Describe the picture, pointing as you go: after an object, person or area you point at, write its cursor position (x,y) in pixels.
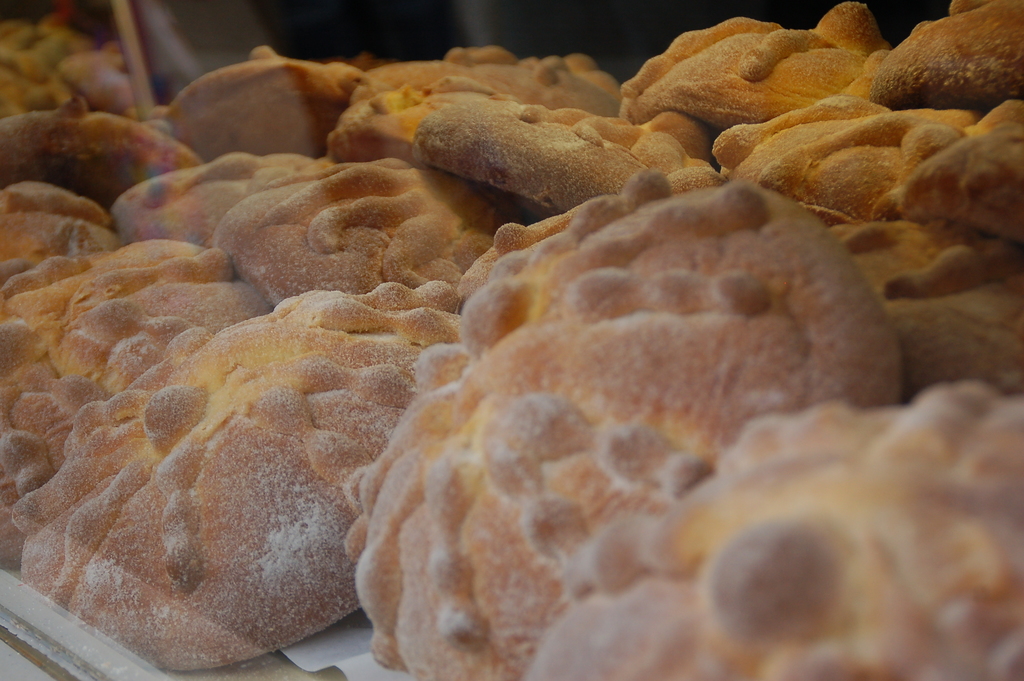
In this image we can see baked food item (675,308).
